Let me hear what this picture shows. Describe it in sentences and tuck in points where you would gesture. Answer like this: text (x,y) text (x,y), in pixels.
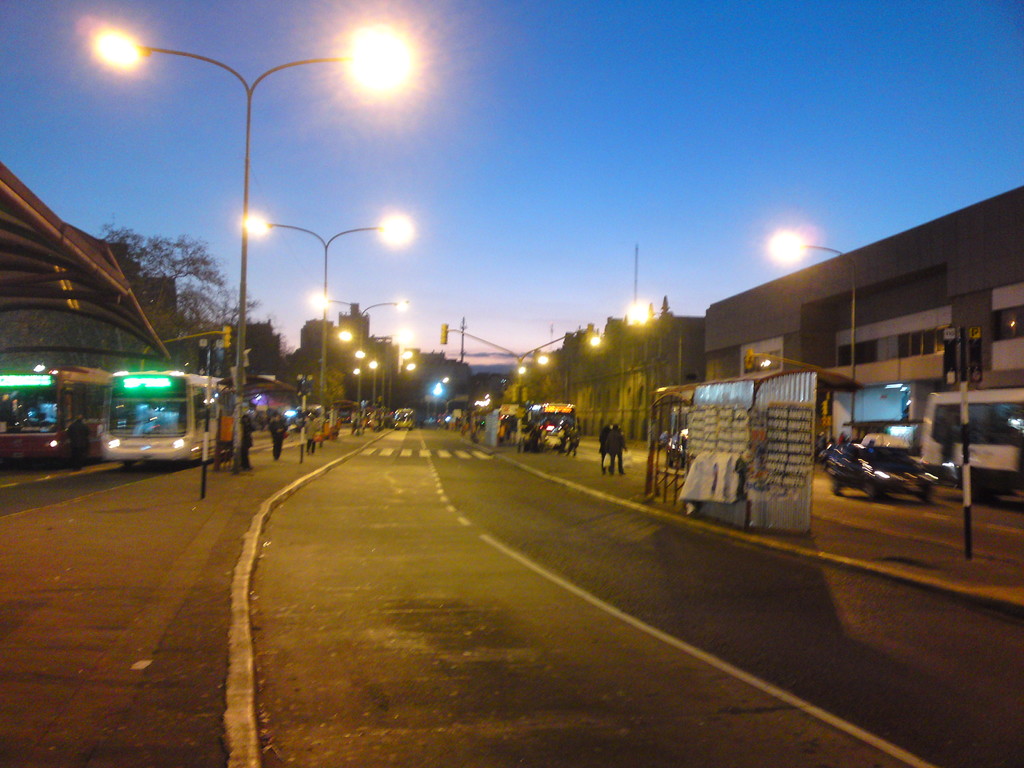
In this picture we can see vehicles (935,418) on roads (931,501) and some people (242,446) on footpaths (237,486), poles (519,427), lights (478,406), buildings (580,383) with windows (770,368), trees (198,278) and in the background (466,226) we can see the sky (856,95).
